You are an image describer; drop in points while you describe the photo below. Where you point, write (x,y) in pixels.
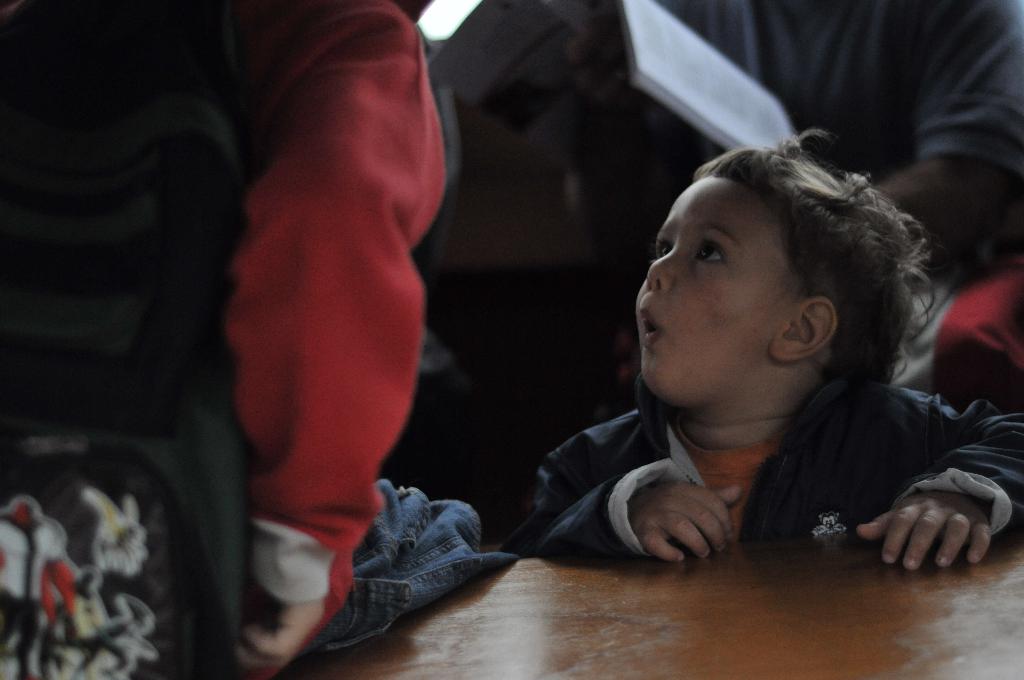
In this picture we can see some people (922,116), bag (241,472), book (772,133), wooden surface (523,616) and some objects (466,250).
